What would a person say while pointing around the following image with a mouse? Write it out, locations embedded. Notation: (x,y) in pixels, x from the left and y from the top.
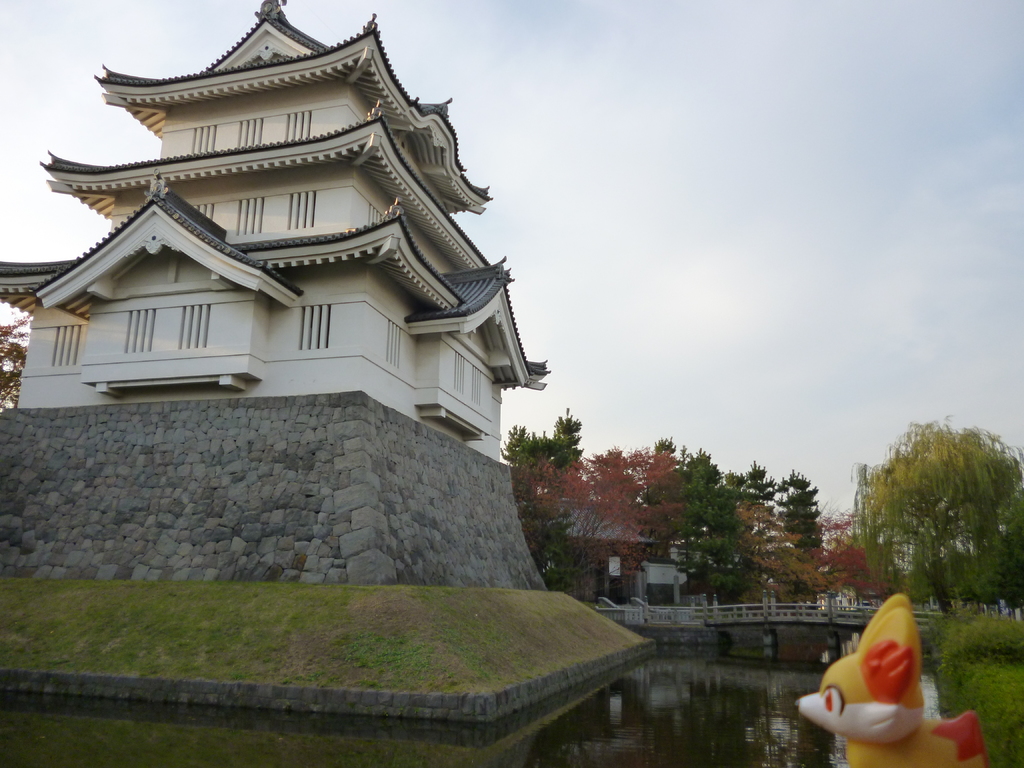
In this image we can see a building (308,415), few trees (952,534), a doll (860,667), water (204,713), bridge (797,618) and the sky (712,100) in the background (17,102).
